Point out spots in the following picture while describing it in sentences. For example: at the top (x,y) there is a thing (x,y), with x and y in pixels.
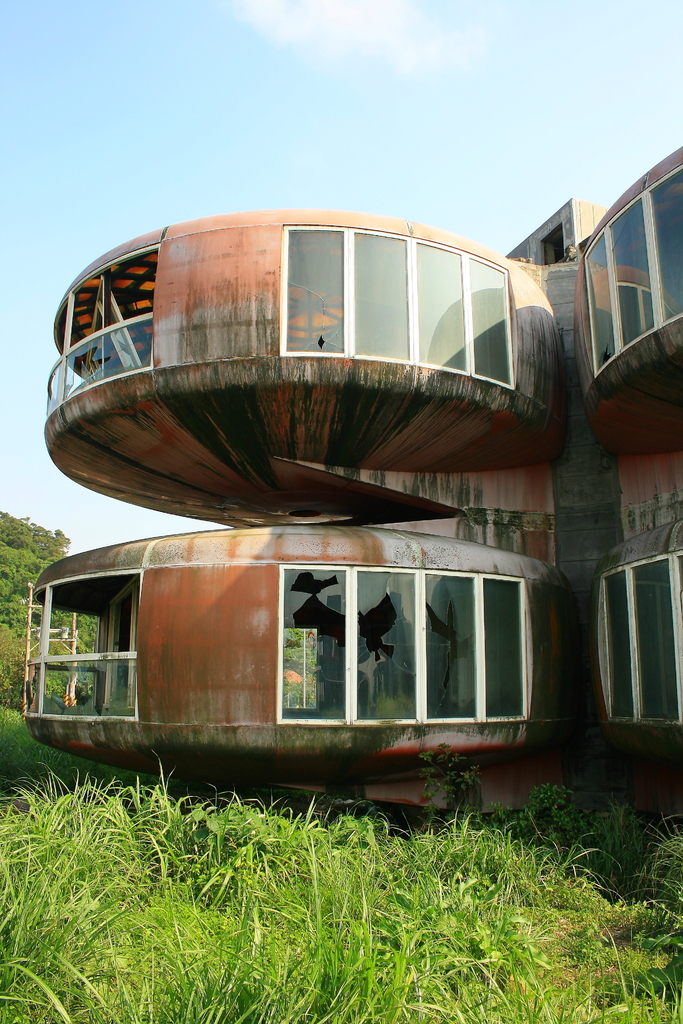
In the center of the image (403,624), we can see a building (295,580) and in the background (22,667), there are trees (21,669). At the bottom (337,878), there is ground (368,878) covered with grass (187,865).
